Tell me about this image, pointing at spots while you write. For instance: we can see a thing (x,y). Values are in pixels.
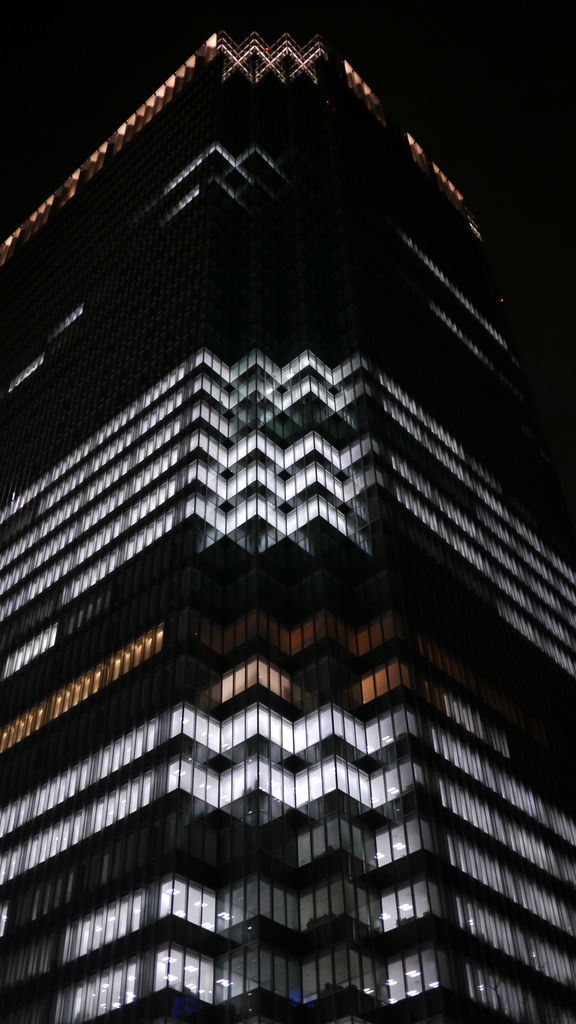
In this picture, we see a building (296,714) which is in white and black color. At the top of the picture (83,55), it is black in color and this picture might be clicked in the dark.
